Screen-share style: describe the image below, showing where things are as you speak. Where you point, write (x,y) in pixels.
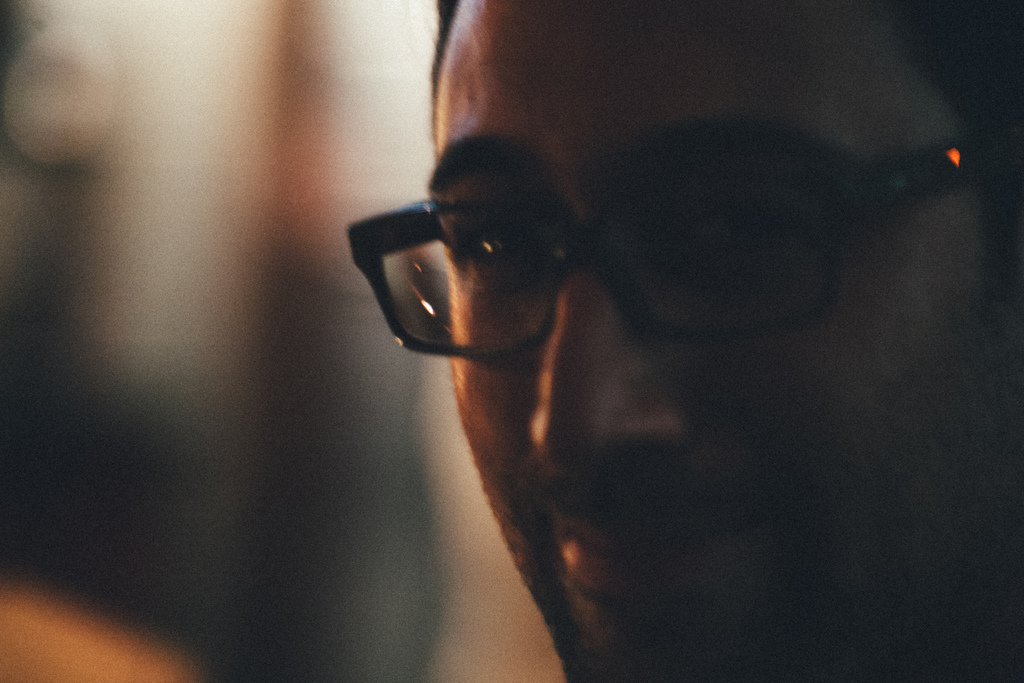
In this image in the foreground (517,426) there is one person (532,342) who is wearing spectacles (587,241), and the background (182,463) is blurred.
